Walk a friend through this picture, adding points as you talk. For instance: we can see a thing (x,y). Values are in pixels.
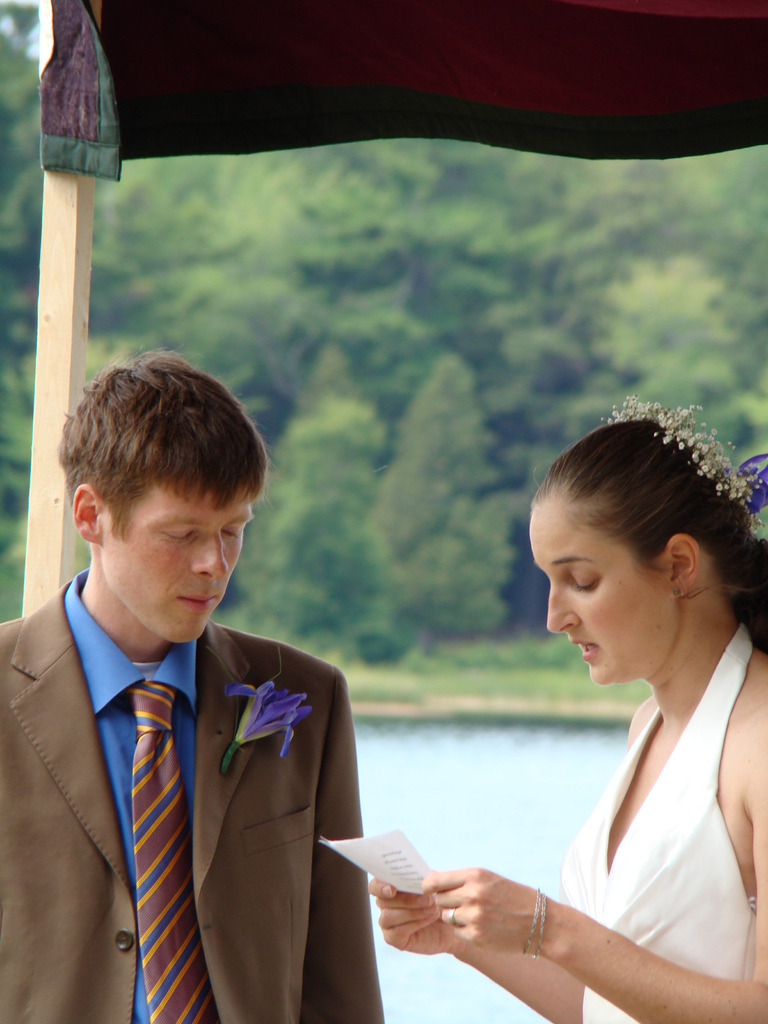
As we can see in the image there are two people (173,582), water (524,789), grass (503,659) and trees (532,198). The woman (634,544) on the right side (637,556) is wearing white color dress (707,857) and holding a paper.
